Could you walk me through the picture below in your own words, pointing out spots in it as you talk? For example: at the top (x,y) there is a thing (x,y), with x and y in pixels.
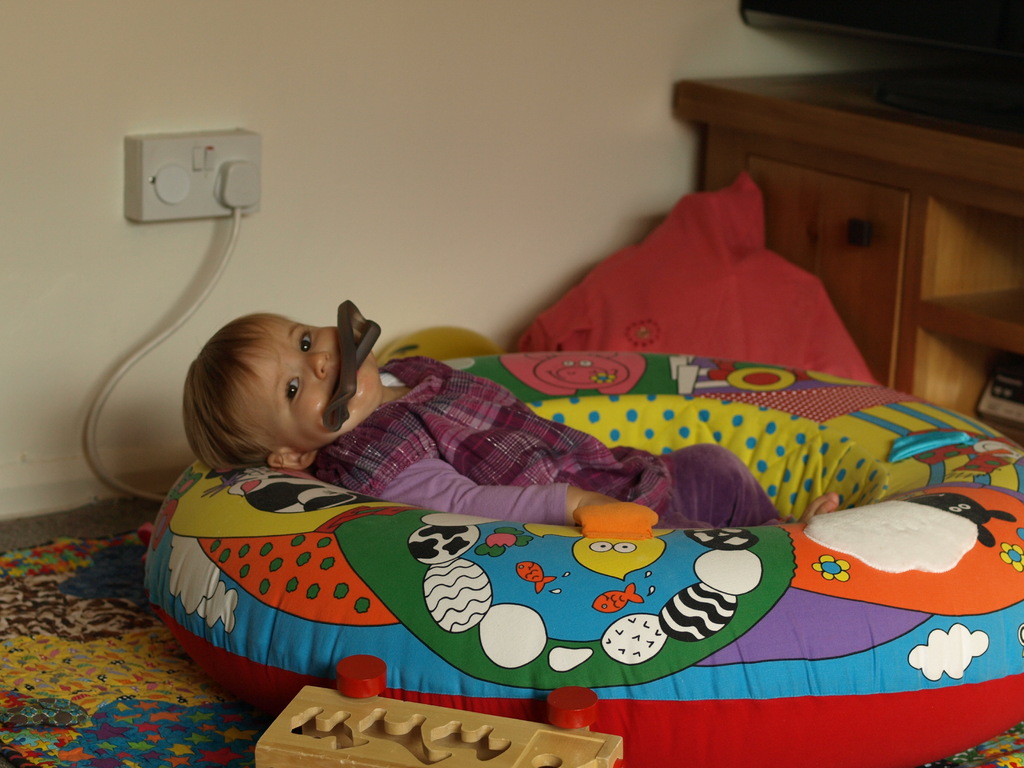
In this image I can see a kid (575,453) lying on a tube (802,475). I can see a switch board (145,170). I can see a cupboard (1011,167).
